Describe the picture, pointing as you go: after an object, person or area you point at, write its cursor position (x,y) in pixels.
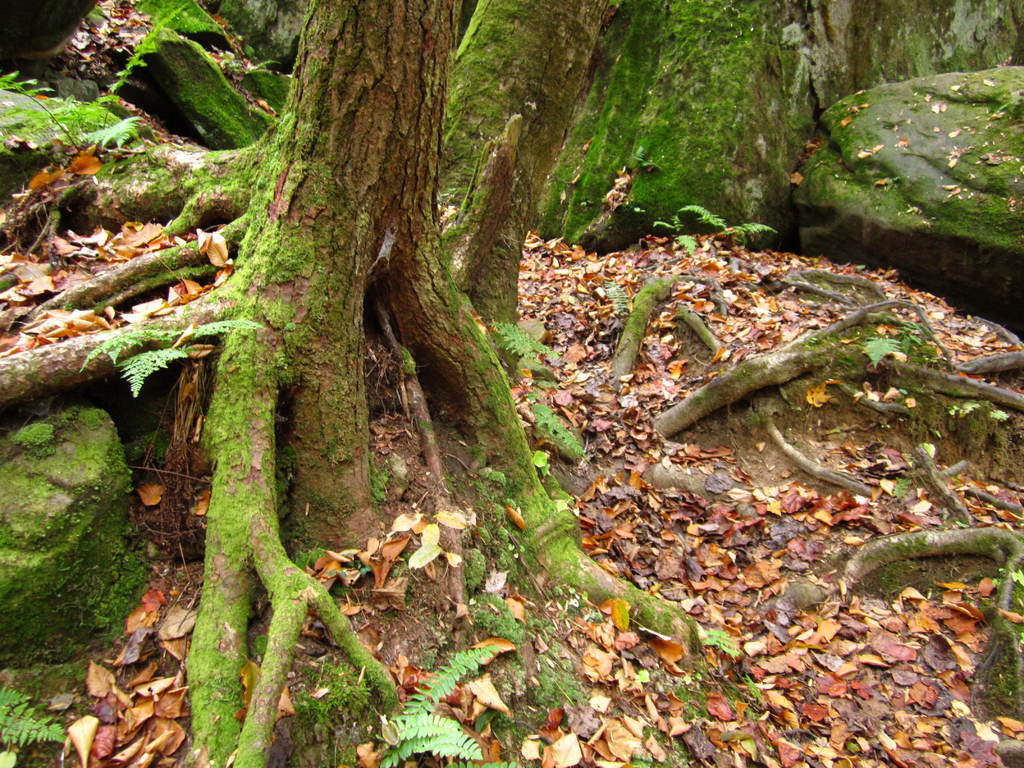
This picture is taken from the forest (373,104). In this image, we can see some trees (383,77) and rocks (577,181), at the bottom (721,567), we can see a land (740,553) with some leaves (726,562) and plants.
